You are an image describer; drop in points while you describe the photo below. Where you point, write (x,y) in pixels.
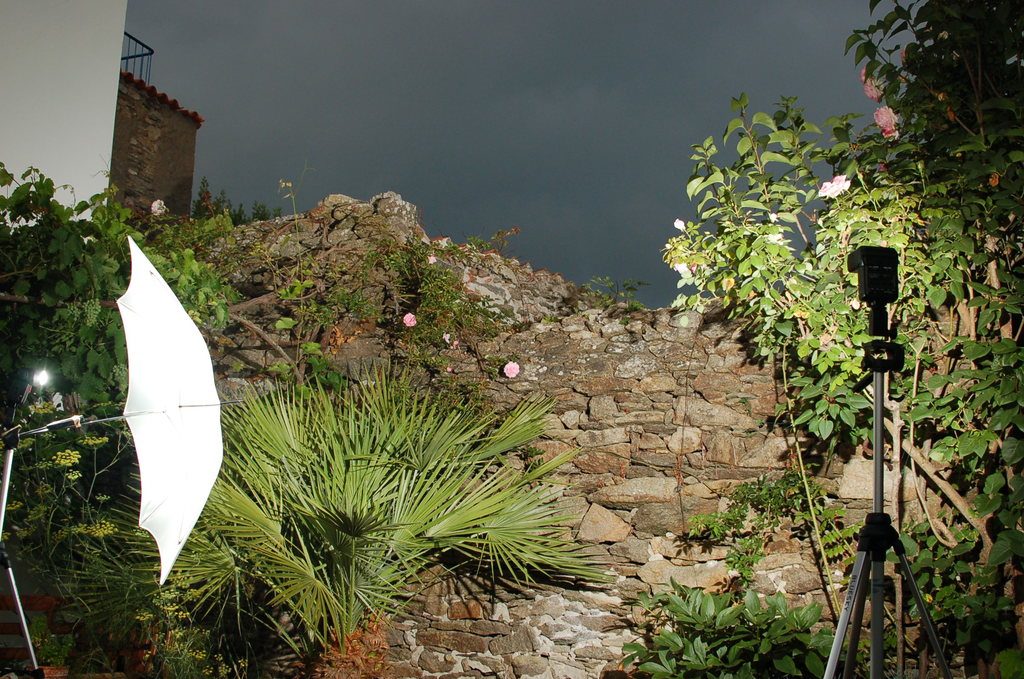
In this image, we can see some plants (58,248) and flowers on it. We can also see a wall (904,519). On the left (129,299), we can see an umbrella (171,553) and on the right (883,273), we can see a camera stand (916,585). We can also see the sky (586,86).
